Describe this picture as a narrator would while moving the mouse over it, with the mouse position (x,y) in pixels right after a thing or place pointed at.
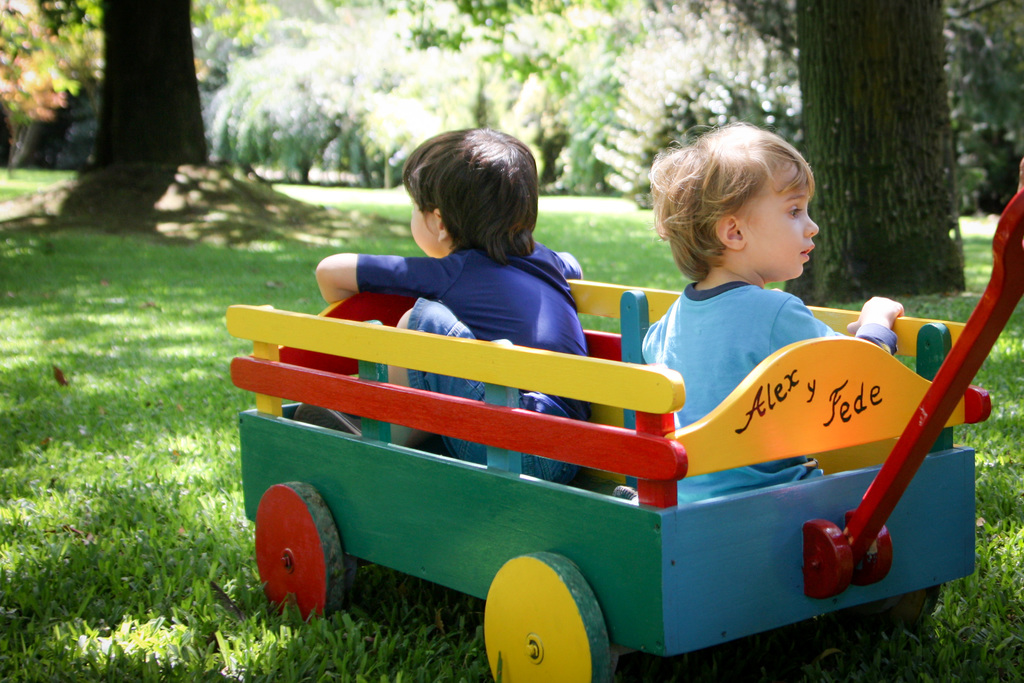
This picture shows a wooden trolley (900,366) and we see couple of kids (536,285) seated in it. It is green, yellow, blue and red in color and we see grass (111,395) on the ground (118,175) and trees (484,111).
